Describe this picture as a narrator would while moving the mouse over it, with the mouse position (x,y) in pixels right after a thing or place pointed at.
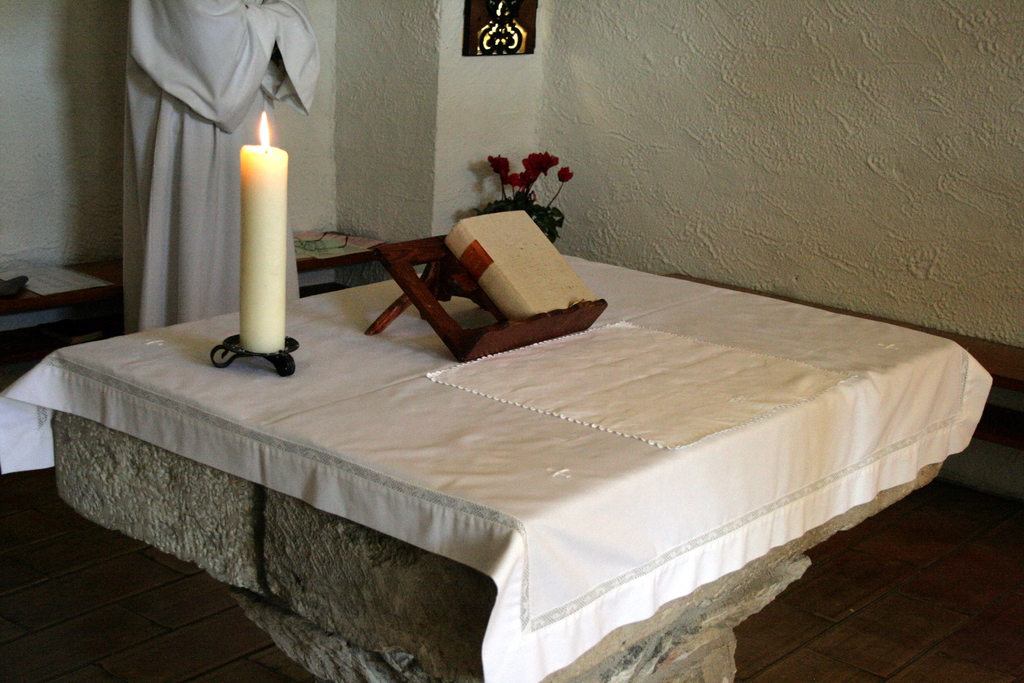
We can see candle (254,151), book (507,244), stand (488,345) and objects (293,338) on the table (457,470). We can see idol (145,176). In the background (489,157) we can see wall (485,182), flowers (506,160) and objects (45,286) on the table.
